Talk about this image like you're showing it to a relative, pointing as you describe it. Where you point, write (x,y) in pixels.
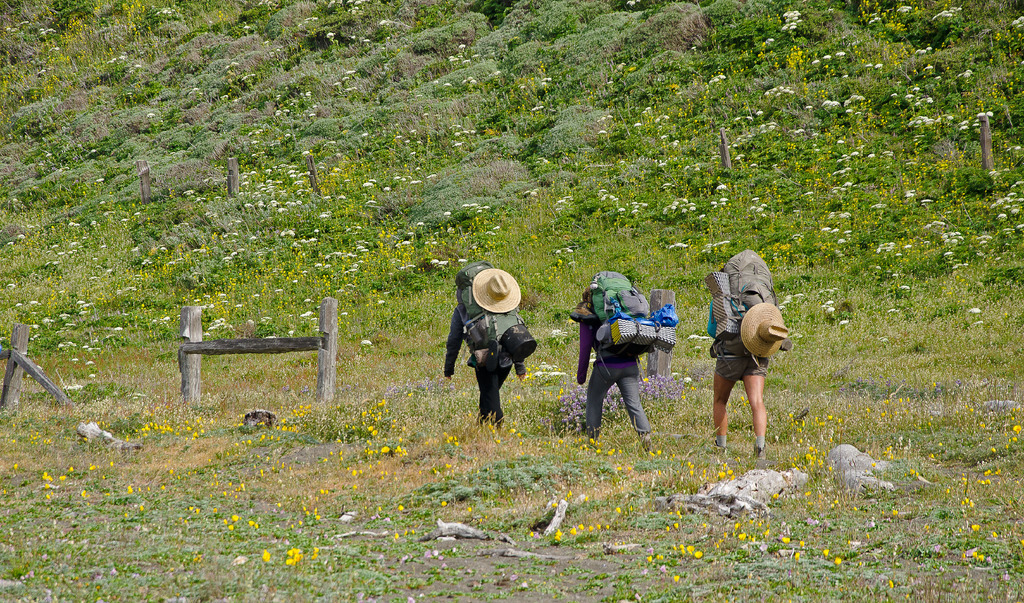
This is an outside view. Here I can see three persons (456,325) wearing bags (671,310) and walking on the ground (522,453). Here I can see many flower plants (846,189). On the left side (13,352) there are few wooden sticks (15,369).
